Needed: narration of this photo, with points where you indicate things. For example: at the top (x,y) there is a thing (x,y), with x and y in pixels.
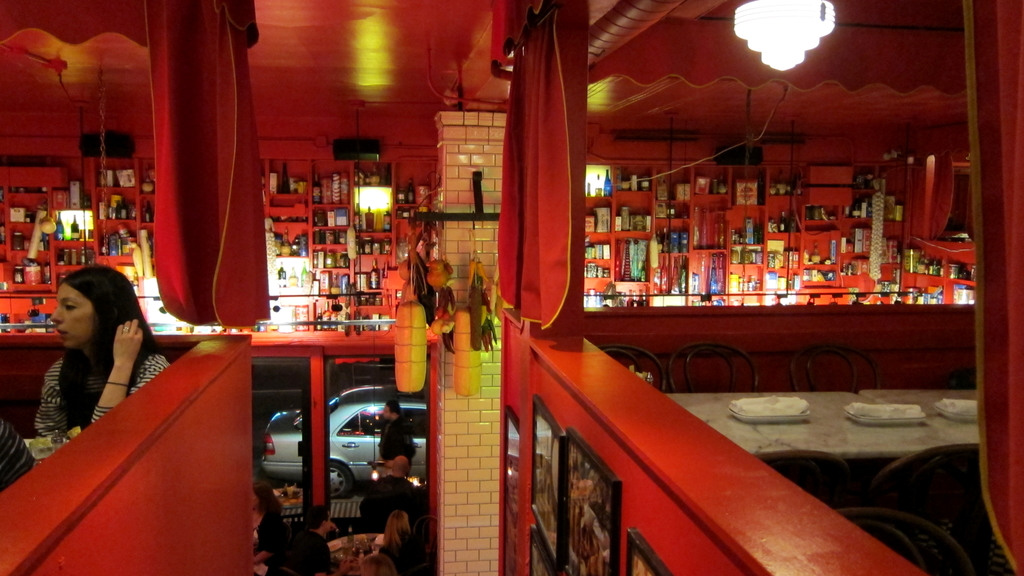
In this image, we can see persons (390,519) wearing clothes (267,513). There are wall shelves (706,246) in the middle of the image (364,256) contains bottles (711,227). There are curtains (521,110) at the top of the image (526,102). There is a light (764,1) in the top right of the image (818,29). There is a table (859,397) and some chairs (958,462) in the bottom right of the image (894,476). There are photo frames (611,529) on the wall (626,566). There is a car (366,460) at the bottom of the image (353,453).
